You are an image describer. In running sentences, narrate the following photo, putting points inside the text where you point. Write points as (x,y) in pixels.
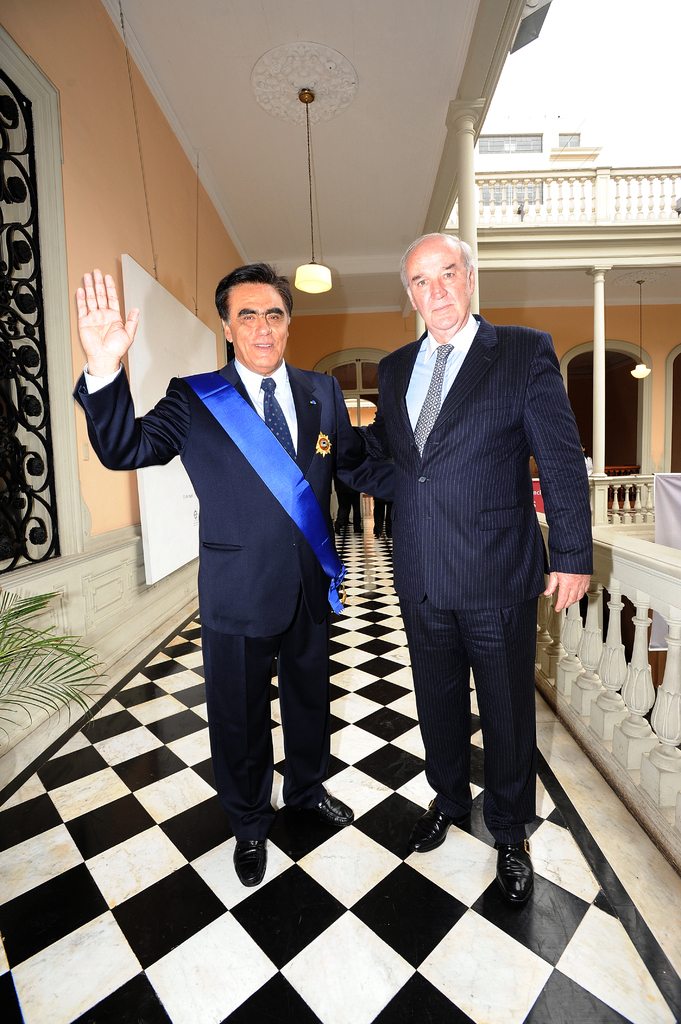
In this picture I can see two persons (324,618) standing, a person (339,570) with a sash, there is a plant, board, banner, lights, pillars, there are two persons (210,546) standing, and there is a building (11,10).
